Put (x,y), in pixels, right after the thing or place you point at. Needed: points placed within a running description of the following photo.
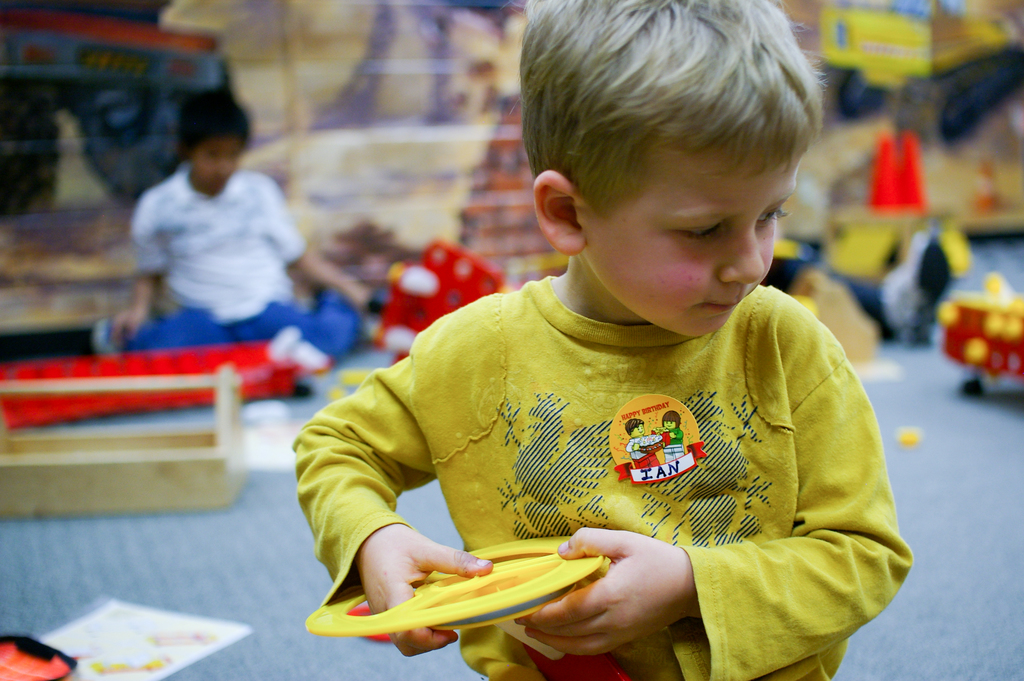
In this image it looks like a play school (287,164). I can see two kids (219,165) playing and holding some objects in their hands (609,613).
